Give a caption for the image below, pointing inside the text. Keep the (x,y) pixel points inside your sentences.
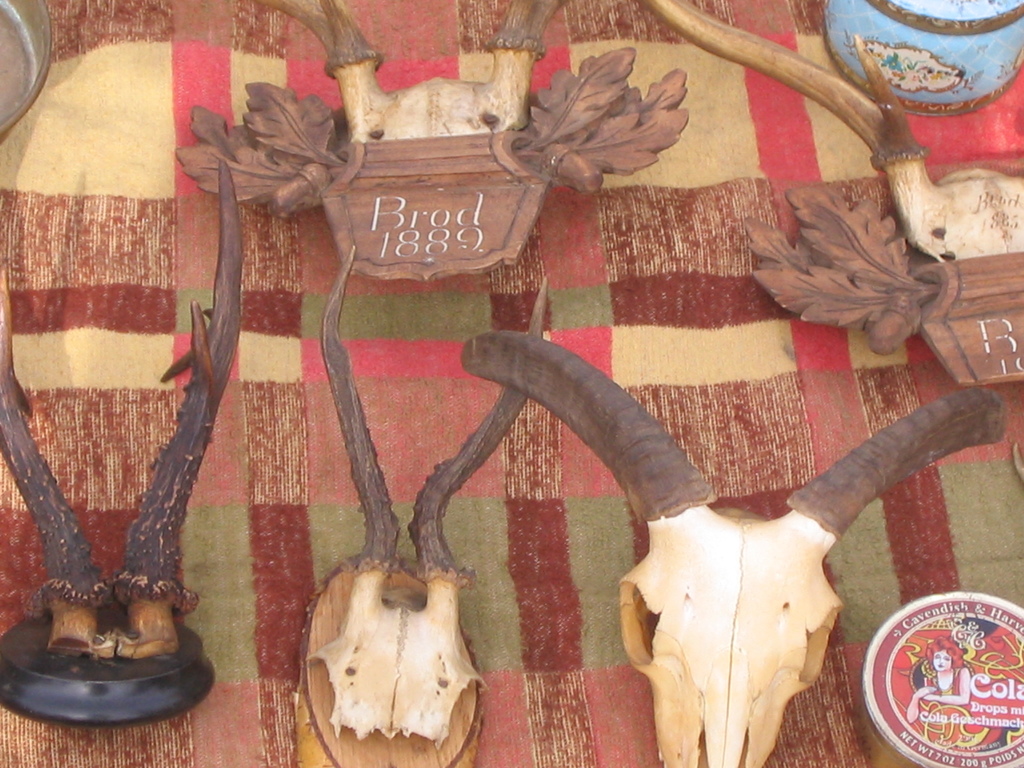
Here we can see skull (456,641) and horns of animals (452,607) and other objects (536,121) on a cloth (56,32). On the left (19,64) and right side (959,63) top corners there is an object (14,65) and at the bottom (978,712) on the right side (972,645) there is an object (928,702).
